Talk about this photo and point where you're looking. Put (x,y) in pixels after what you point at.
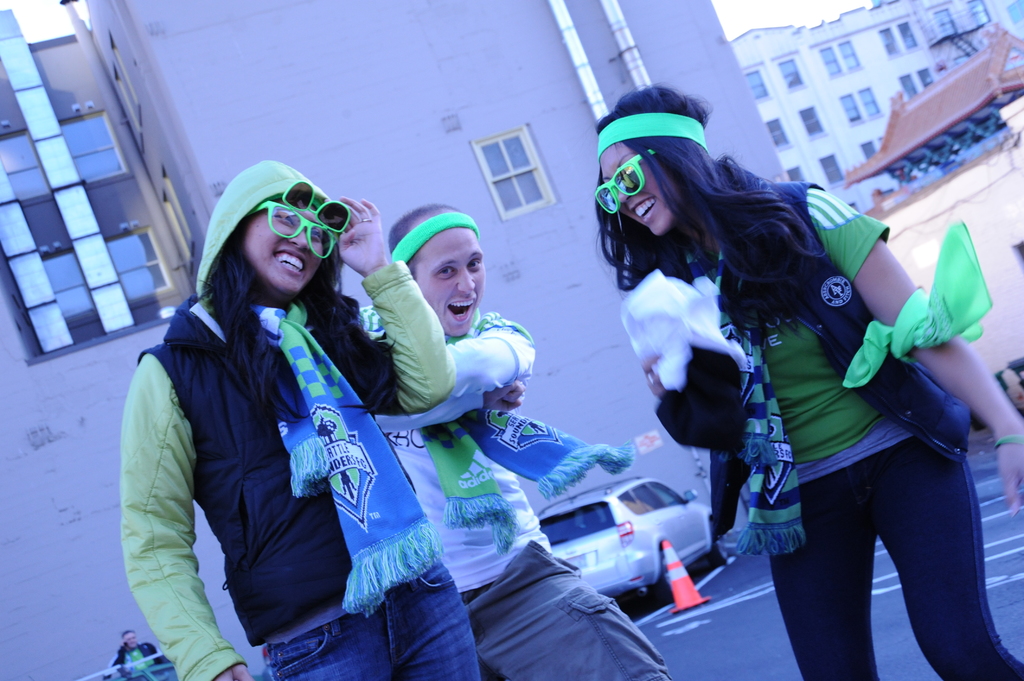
On the right (715,212) there is a woman (951,680) who is wearing goggles (615,186), t-shirt (852,243), jacket (823,317) and jeans (914,595), beside her we can see a man (474,239) who is wearing, t-shirt (481,529) and trouser (567,618). On the left (319,670) there is another woman (279,188) who is wearing goggles (299,222), hoodie (265,187) and jeans (394,669). At the back (587,540) there is a car (629,515) which is parked near to the wall (92,668) and traffic cone (685,576). In the bottom left corner (151,643) there is a man (143,657) who is sitting on the bench (128,666). In the background (532,285) we can see many buildings (606,341). At the top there is a sky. In the top left (153,220) there is a pipe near to the windows (161,254).
